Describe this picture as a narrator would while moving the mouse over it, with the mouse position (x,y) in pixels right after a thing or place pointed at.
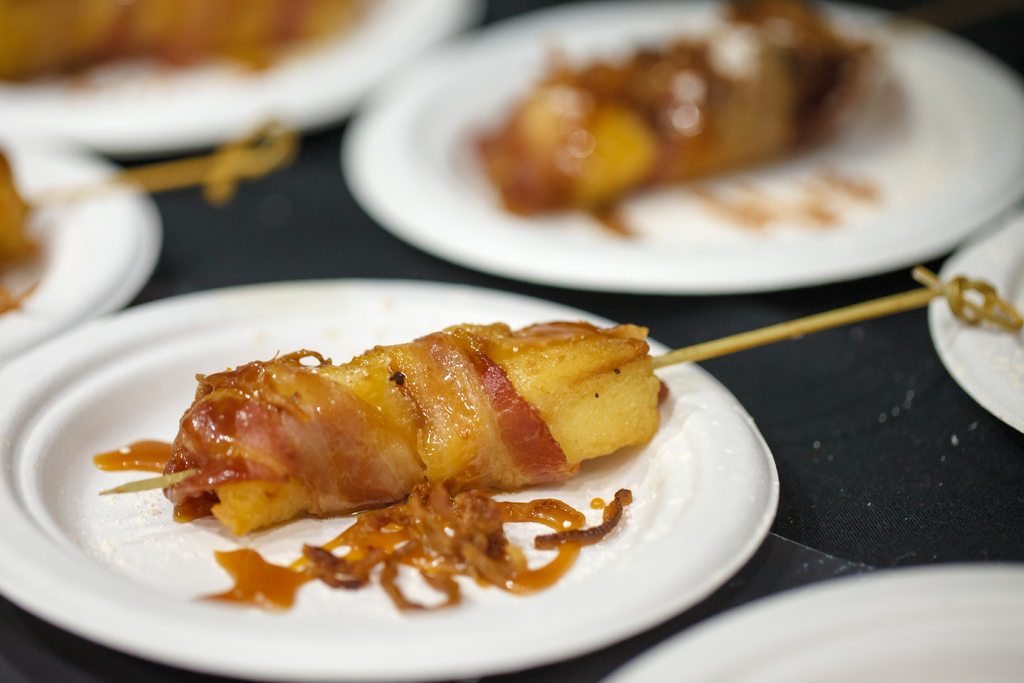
In this picture there are few eatables (244,503) placed in white plates (650,499).
